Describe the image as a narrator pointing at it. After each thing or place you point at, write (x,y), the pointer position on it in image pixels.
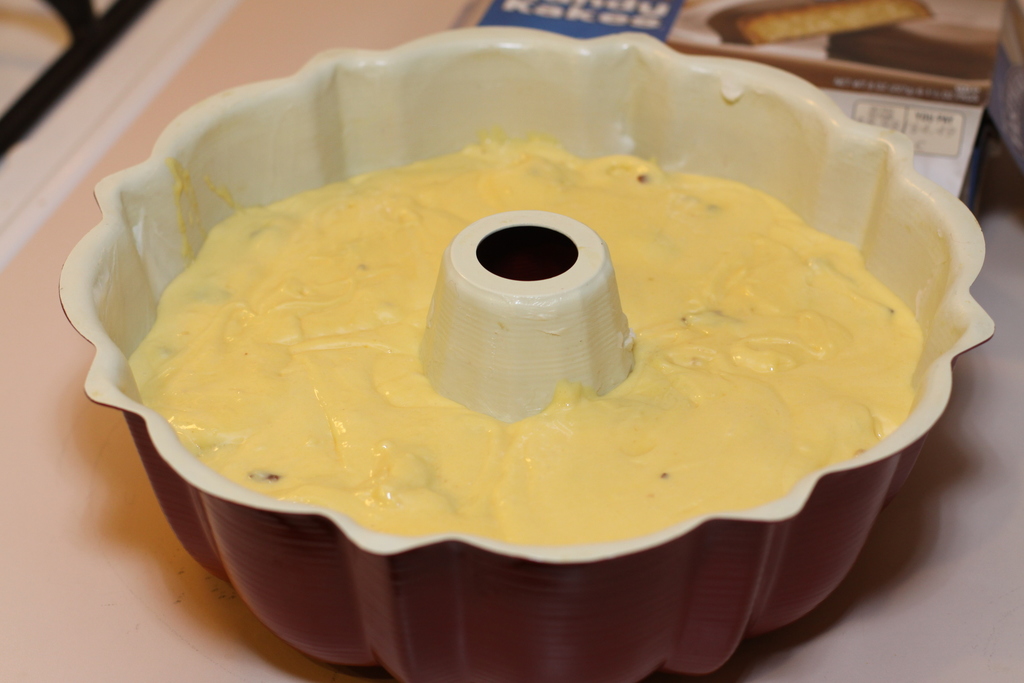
In this image we can see the fluid (662,401) in an object (628,376). There are few objects (904,45) in the image.
